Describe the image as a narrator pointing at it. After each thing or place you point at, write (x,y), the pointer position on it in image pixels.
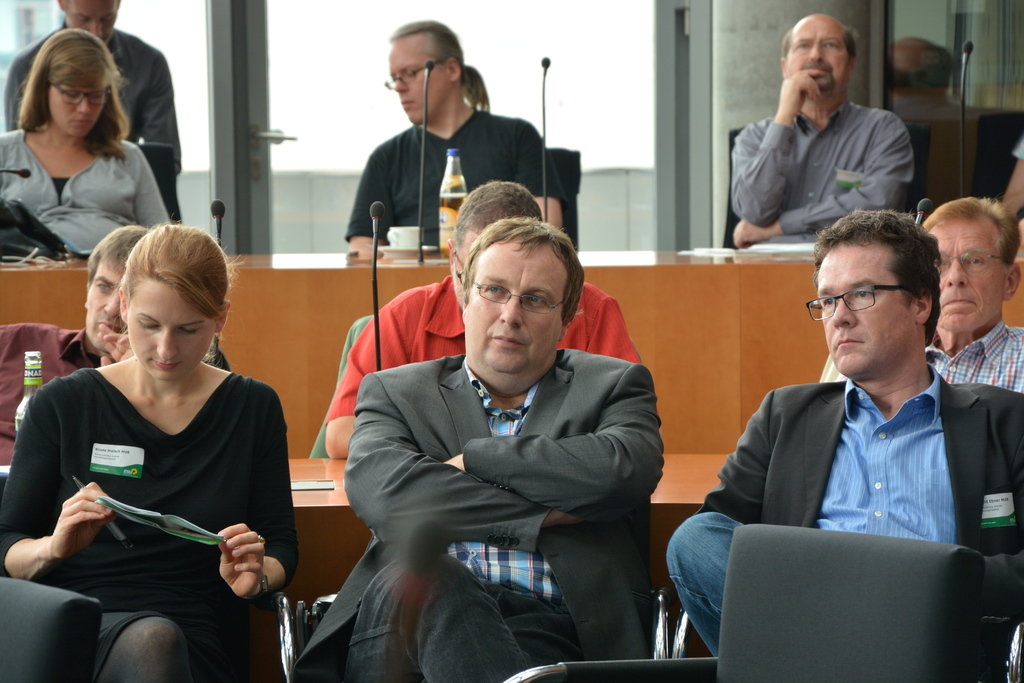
There is a group of people (403,190) sitting in this picture. And there were both men (440,307) and women (203,371) in this group (465,207). Some of them are wearing spectacles (529,307). Front two guys (813,469) are wearing a coat (762,453). In the background (353,358) most of them having a microphone (377,296) and in the background (443,218) there is a bottle (441,188). We can observe glass door (542,48) here.
